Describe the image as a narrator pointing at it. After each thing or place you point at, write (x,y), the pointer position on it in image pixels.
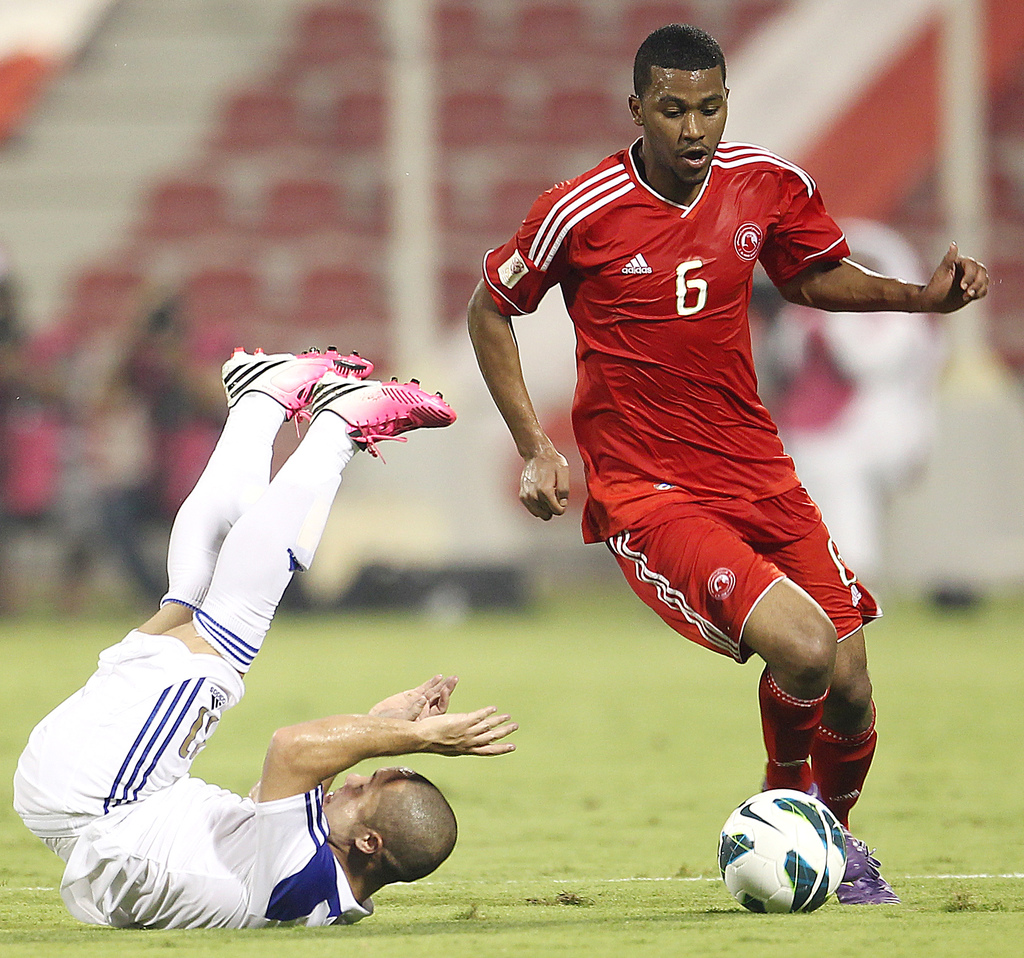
In the center of the image (392,430) we can see two persons (255,591) playing in the ground (550,809). In the background (25,381) we can see chairs (345,35), persons (37,378) and poles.
